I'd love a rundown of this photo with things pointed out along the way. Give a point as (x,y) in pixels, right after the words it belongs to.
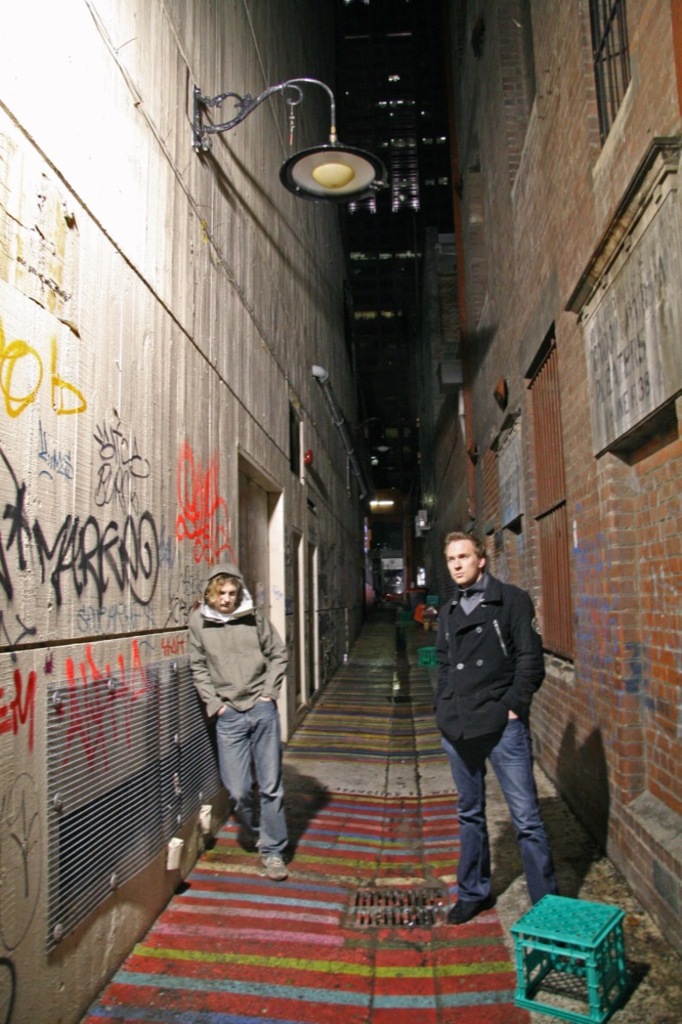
This image is clicked outside. There is light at the top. There are buildings (299,374) on the left side (98,400) and right side (472,514). There are 2 persons (449,549) in the middle (244,652). There is a stool (562,930) in the bottom right corner (529,919).
